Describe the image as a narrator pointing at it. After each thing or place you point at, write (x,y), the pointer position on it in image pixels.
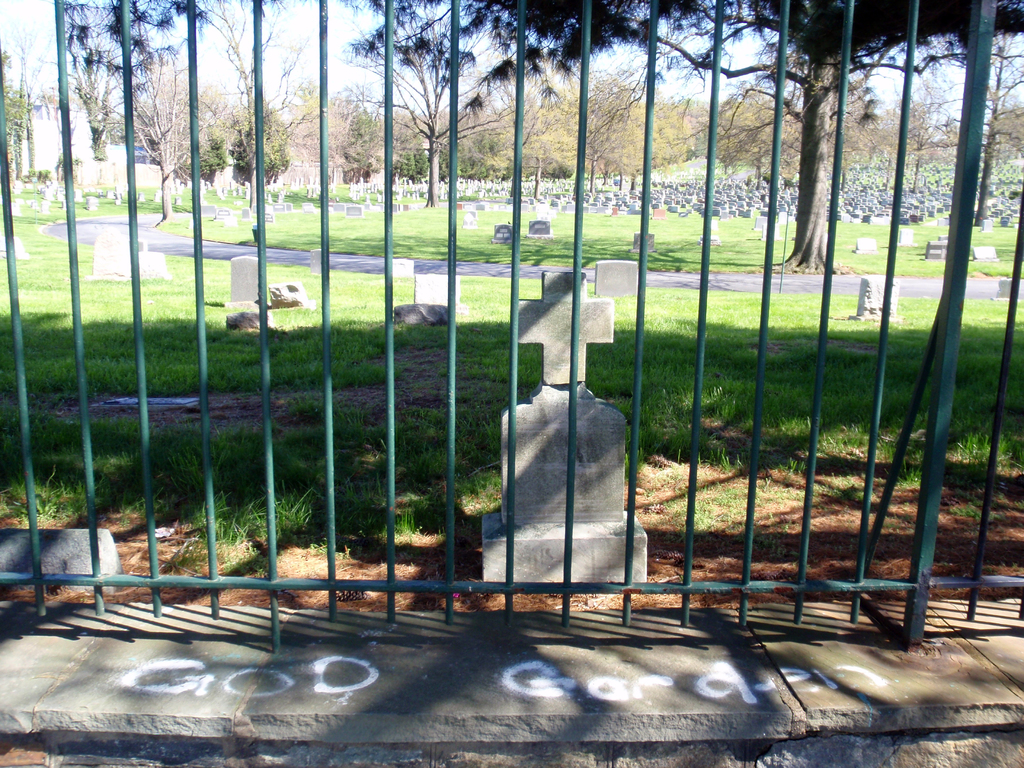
In this image we can see a graveyard (355,246), trees (762,148) and sky (278,46) through the iron grills (259,46).
